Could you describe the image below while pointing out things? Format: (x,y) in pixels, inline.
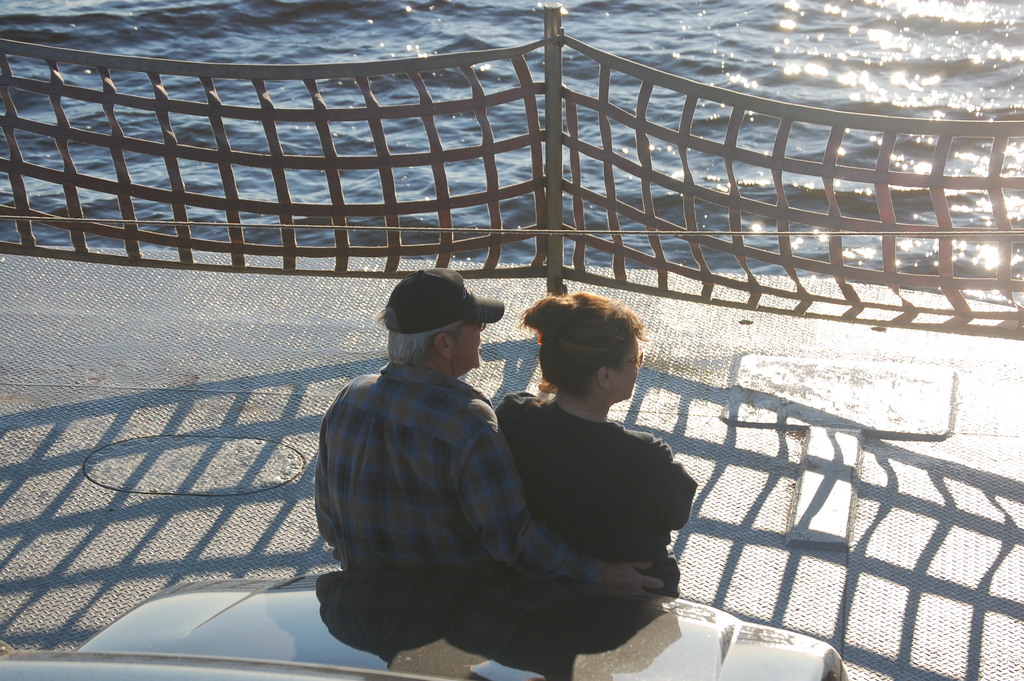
In this image we can see a man (596,581) and a woman (609,434) standing on the ground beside a car (439,628). We can also see a wire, a fence (535,158) with a pole (558,107) and a water body (808,45).
